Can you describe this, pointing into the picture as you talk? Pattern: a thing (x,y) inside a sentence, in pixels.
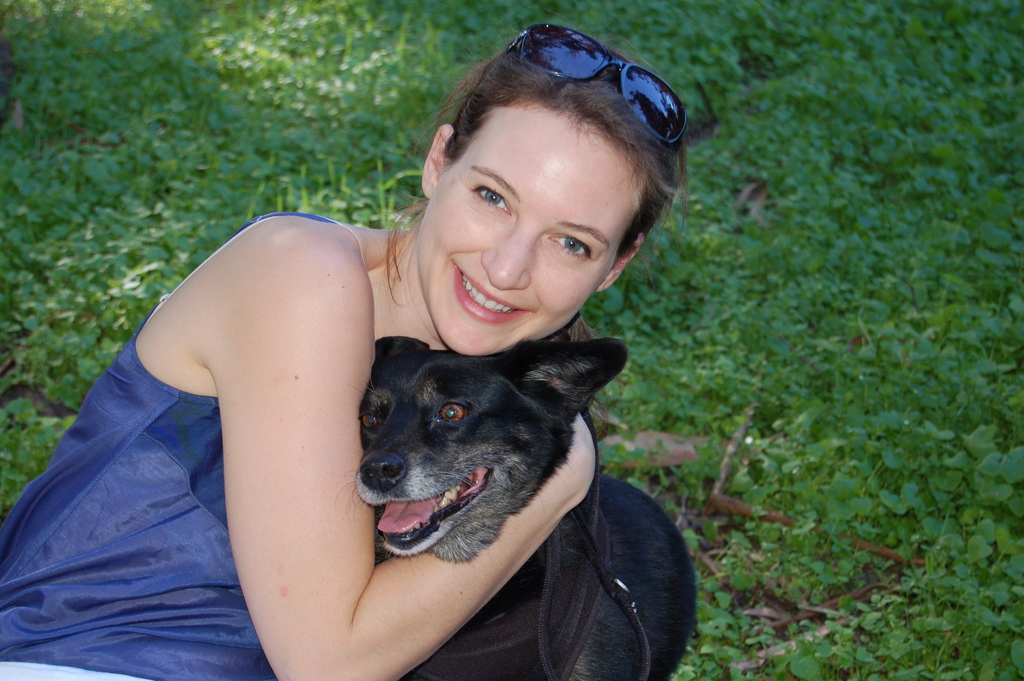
In this picture a lady (365,301) who has spectacles (573,64) on top of her head (612,77) is holding a black dog (474,409). This picture is taken in a lawn (790,291).
